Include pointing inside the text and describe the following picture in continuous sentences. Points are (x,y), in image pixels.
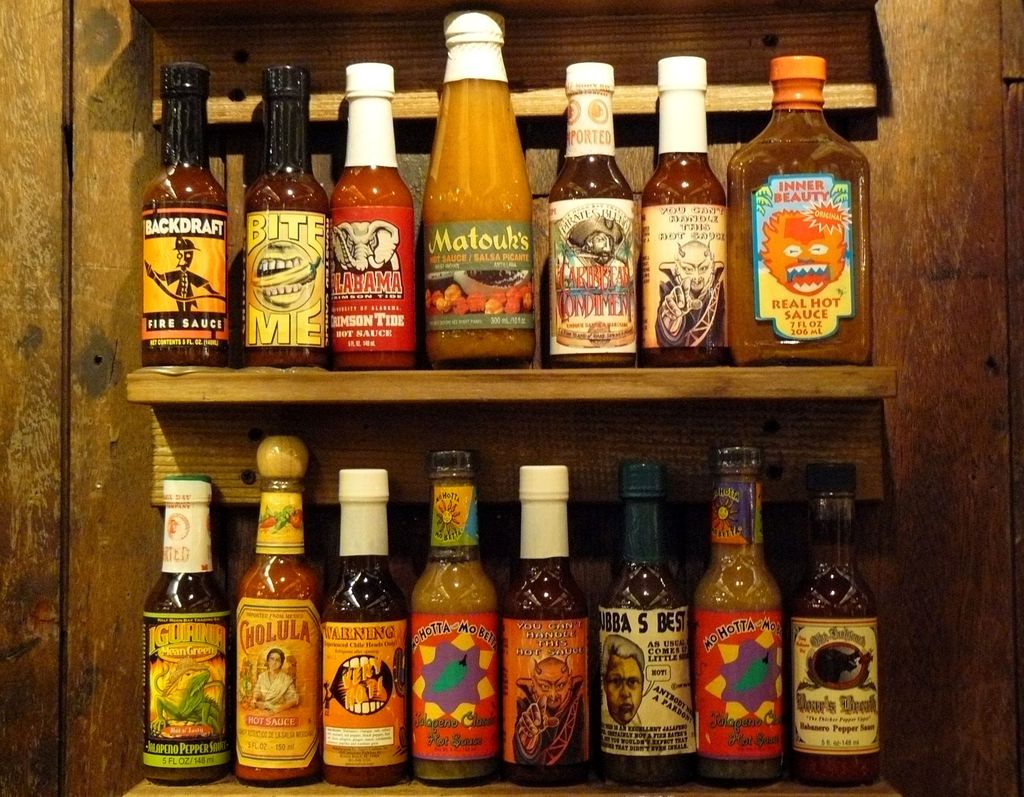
In the image we can see there is a shelf (648,68) in which there are bottles (276,227) which are kept in each shelf (596,770).
